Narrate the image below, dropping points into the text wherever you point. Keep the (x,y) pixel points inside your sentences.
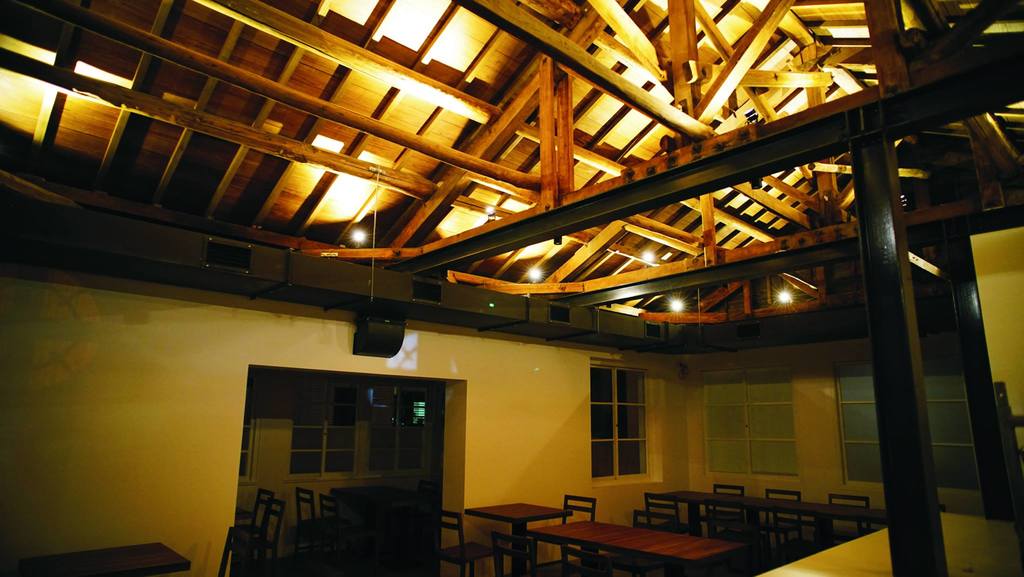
In this image at the bottom (665,526) there are some tables (582,532) and chairs (739,521), on the right side (776,416) there are windows (736,433) and on the top (458,87) there are some wooden sticks (384,106) and ceiling (281,215) and some lights (676,306). On the right side (864,193) there is one metal pole (864,138), and in the background (331,438) there are some windows (301,447).
